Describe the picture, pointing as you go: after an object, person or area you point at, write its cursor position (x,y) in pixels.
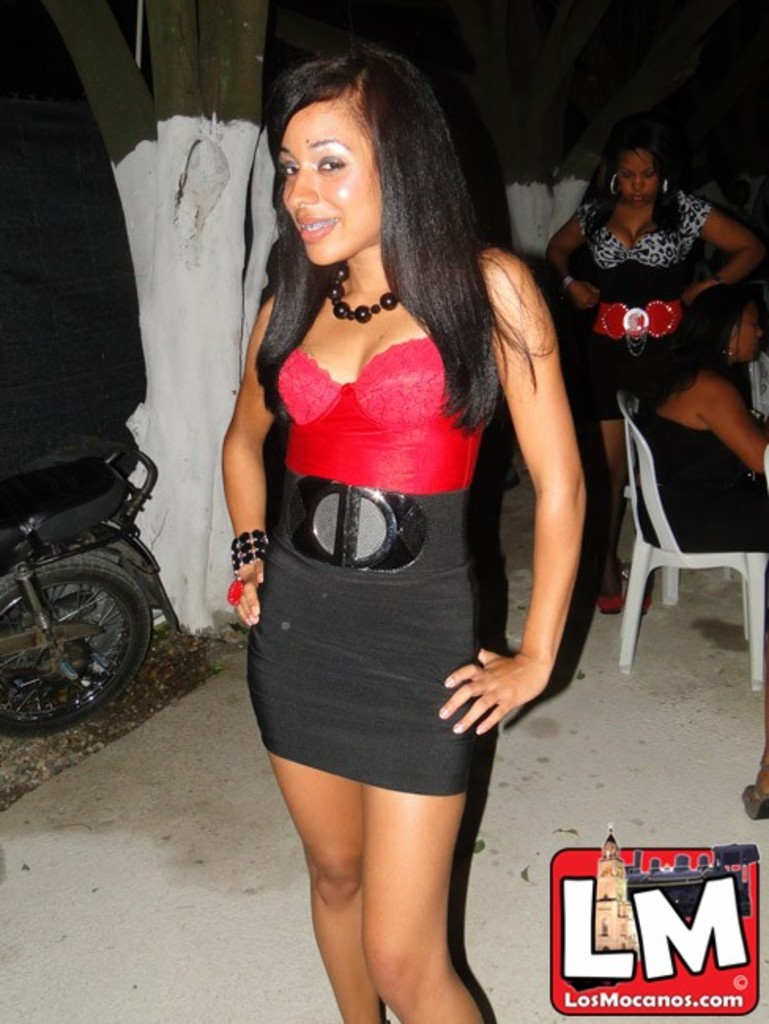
This picture shows three women (241,601) two women (317,122) are standing and one woman (724,297) Is seated on the chair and we can see a motorcycle (132,513) and a tree (170,260).
